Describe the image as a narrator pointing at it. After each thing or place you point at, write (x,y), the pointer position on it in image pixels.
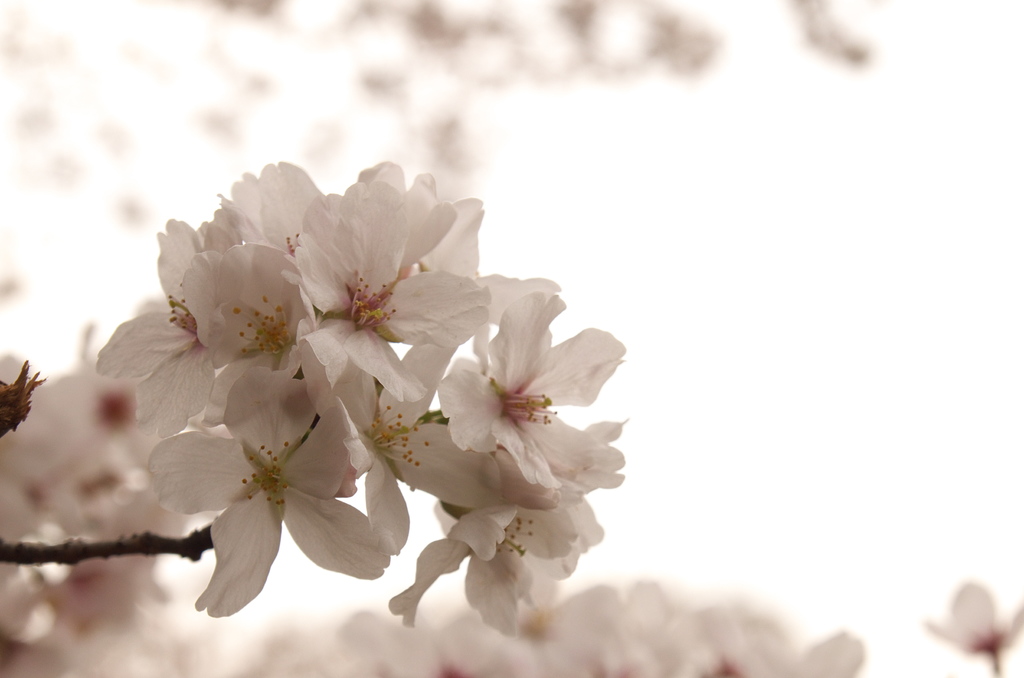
In this image we can see many flowers (427,448) to a plant (282,486). There is a blur background (873,429) in the image.
